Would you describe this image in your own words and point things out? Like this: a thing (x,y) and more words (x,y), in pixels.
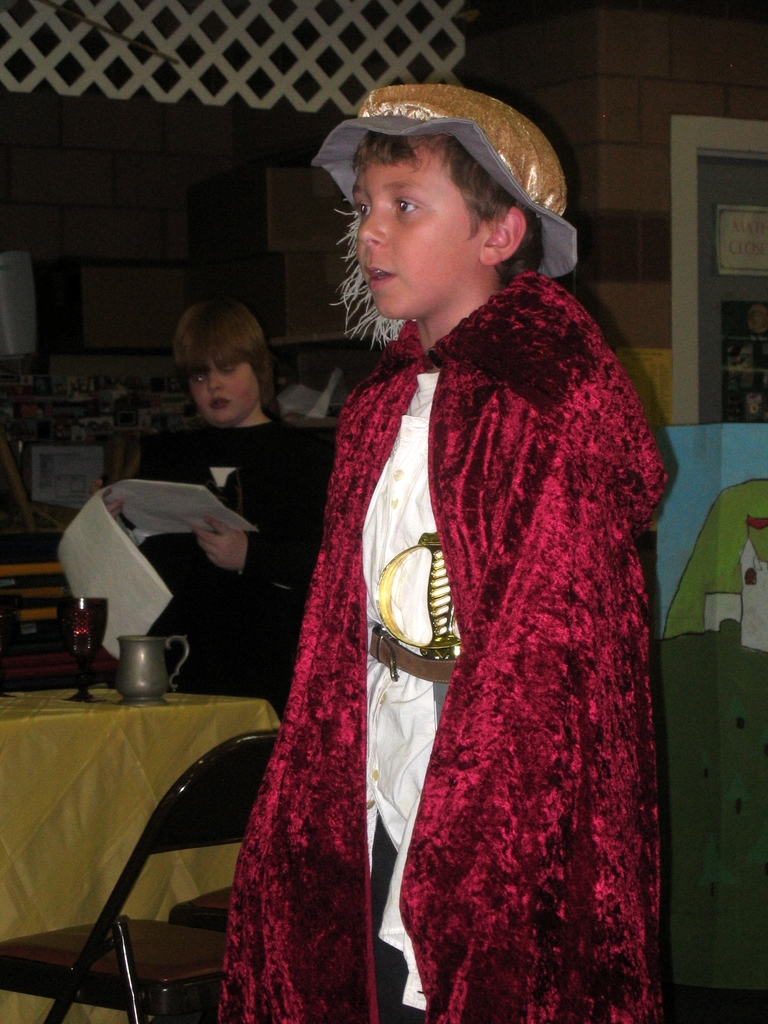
There is one kid (433,670) standing in the middle (380,608) is wearing a jacket (492,458) with a hat (482,153). There is one another person (210,475) standing on the left side (194,511) is holding some papers (182,514). There is a table (99,810) and a chair (166,816) at the bottom left side of this image (163,778). There is a wall (187,289) in the background (628,289).
